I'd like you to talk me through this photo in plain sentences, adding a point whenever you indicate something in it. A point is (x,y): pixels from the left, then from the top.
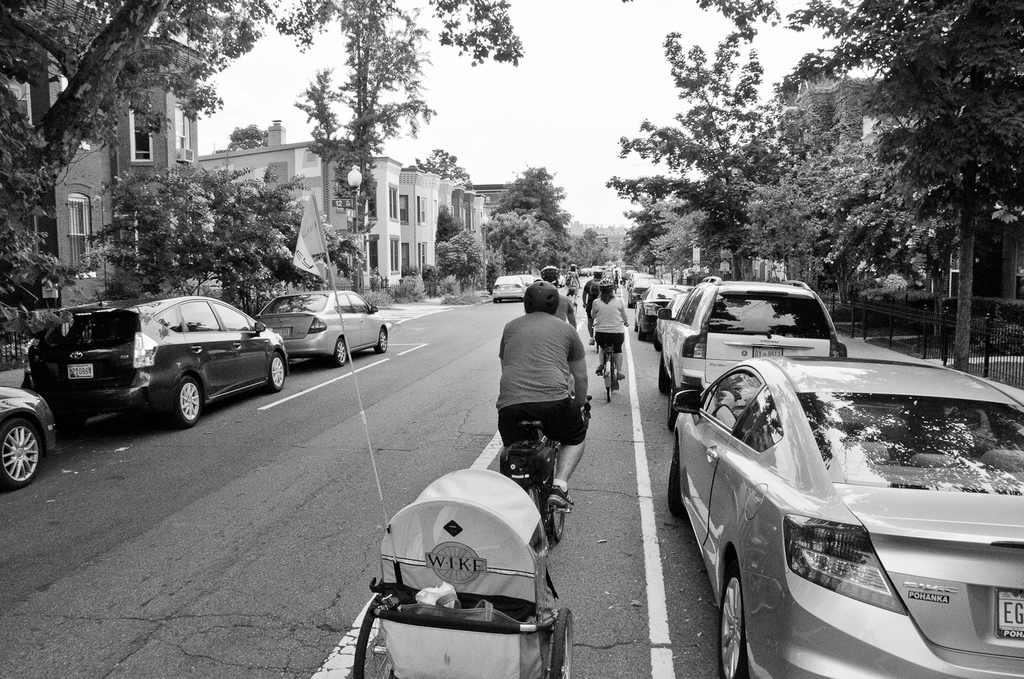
This is a black and white image. In this image we can see persons (609,301) riding bicycles (550,444) on the road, baby pram (438,556), motor vehicles (174,364) on the road (475,407), buildings (163,167), trees (841,192) and sky (425,86).
